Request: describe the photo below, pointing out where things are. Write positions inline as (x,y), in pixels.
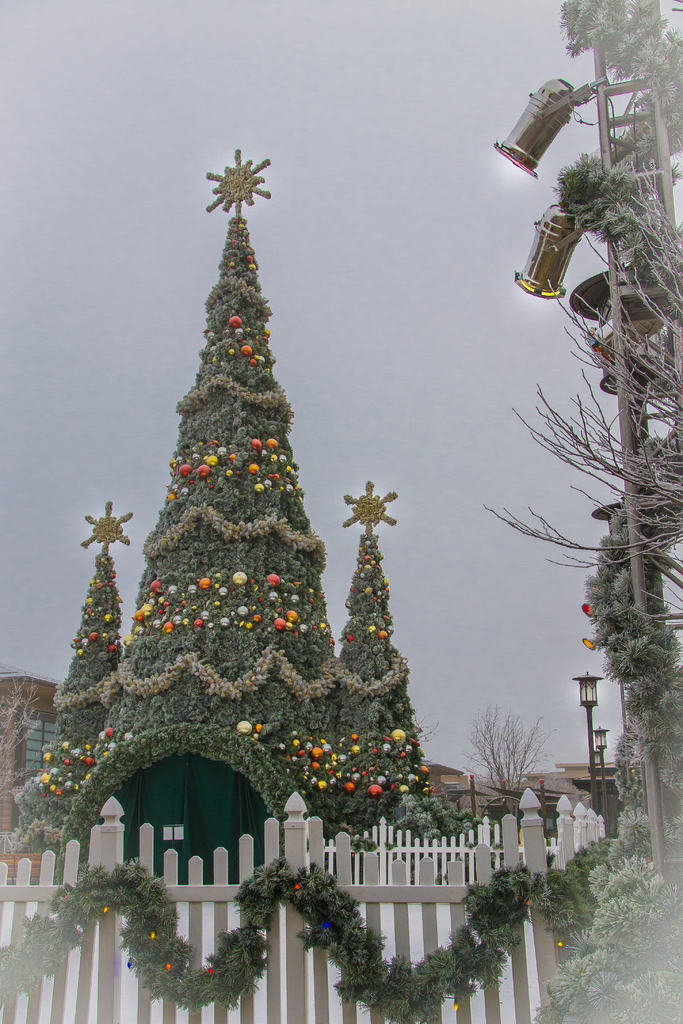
In the picture I can see fence (277,1018), lights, fence (369,883), Christmas trees (272,811) decorated with something. In the background (437,379) I can see the sky (415,337).
